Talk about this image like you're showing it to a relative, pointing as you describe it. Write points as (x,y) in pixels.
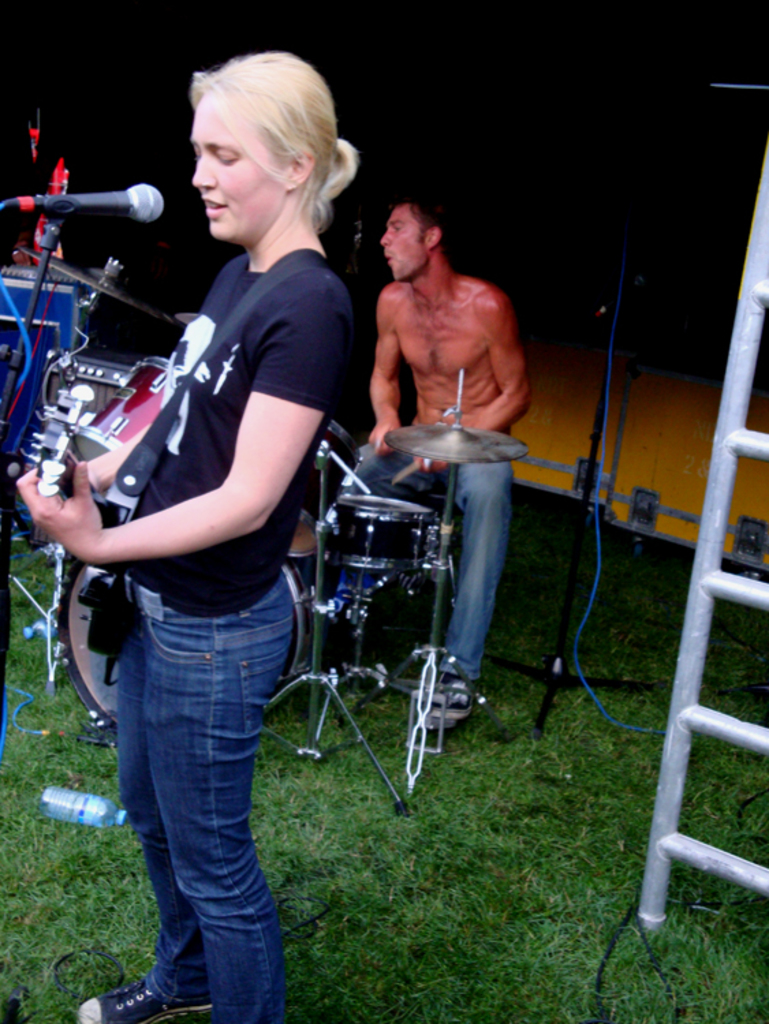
In this picture we can see woman (278,334) holding guitar (109,619) and playing it and singing on mic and back of her we can see man (435,417) sitting and playing drum (372,545) they are on the grass (473,881) and here is bottle (85,794) and background (619,131) it is blur.
